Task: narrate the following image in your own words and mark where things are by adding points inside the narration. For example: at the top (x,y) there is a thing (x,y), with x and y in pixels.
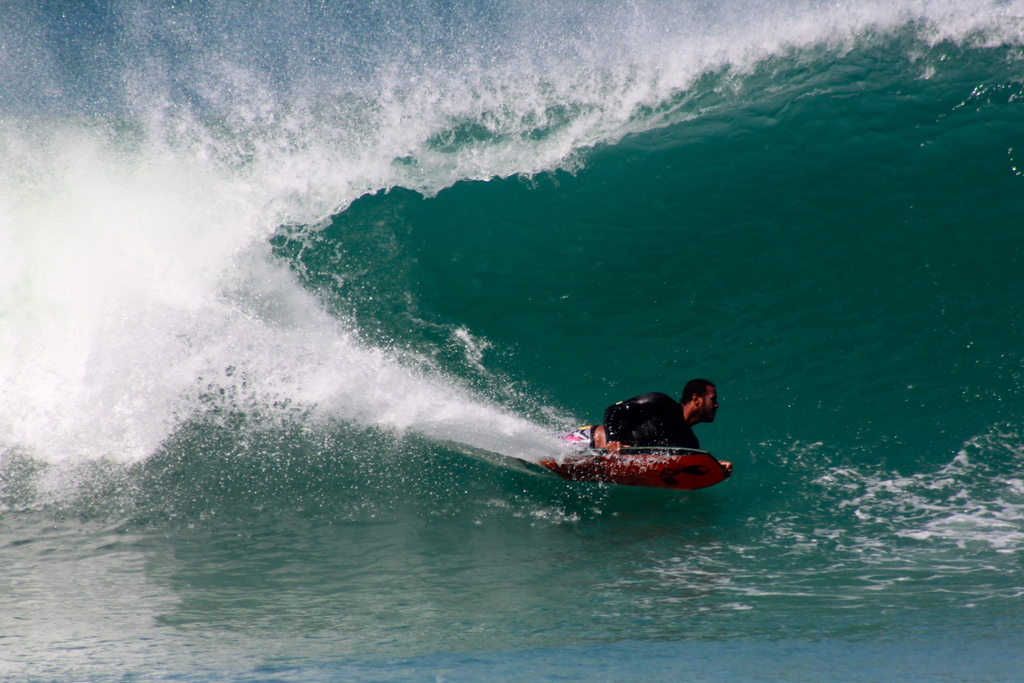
In the image we can see a man (630,413) wearing clothes (635,428) and the man (635,428) is riding on the water (604,409) with the help of the water board (614,455). Everywhere there is a water (415,405).
